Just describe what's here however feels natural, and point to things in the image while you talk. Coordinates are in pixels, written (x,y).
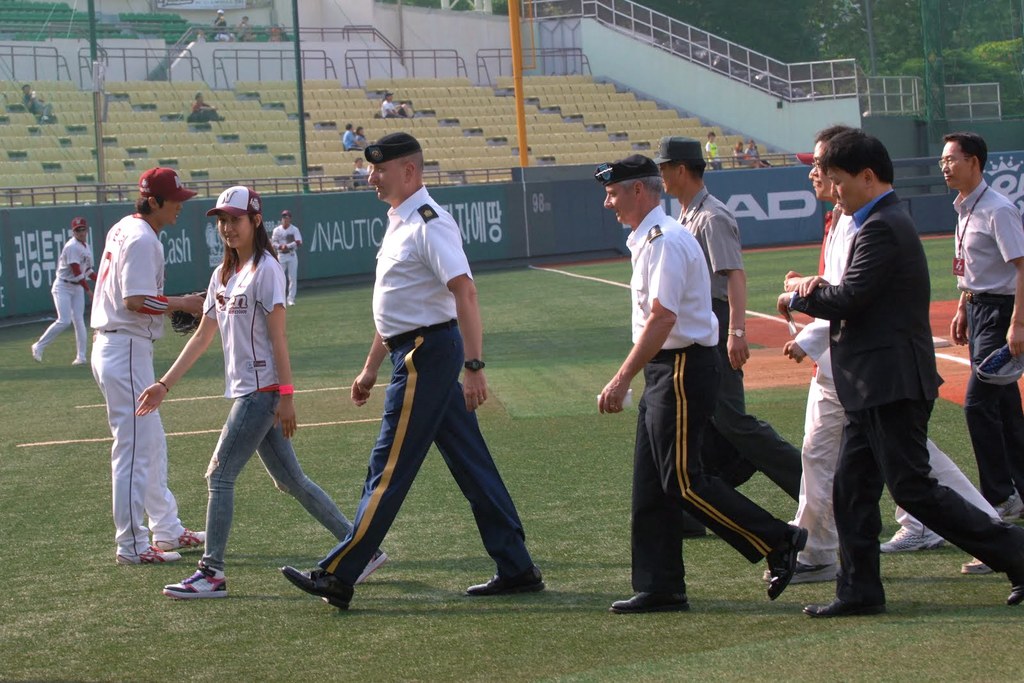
In this picture we can see a group of people (152,418) where some are sitting on chairs (345,157) and some are walking on the ground (560,372), wall (246,76), fences (242,59) and in the background (821,51) we can see trees (868,65).
